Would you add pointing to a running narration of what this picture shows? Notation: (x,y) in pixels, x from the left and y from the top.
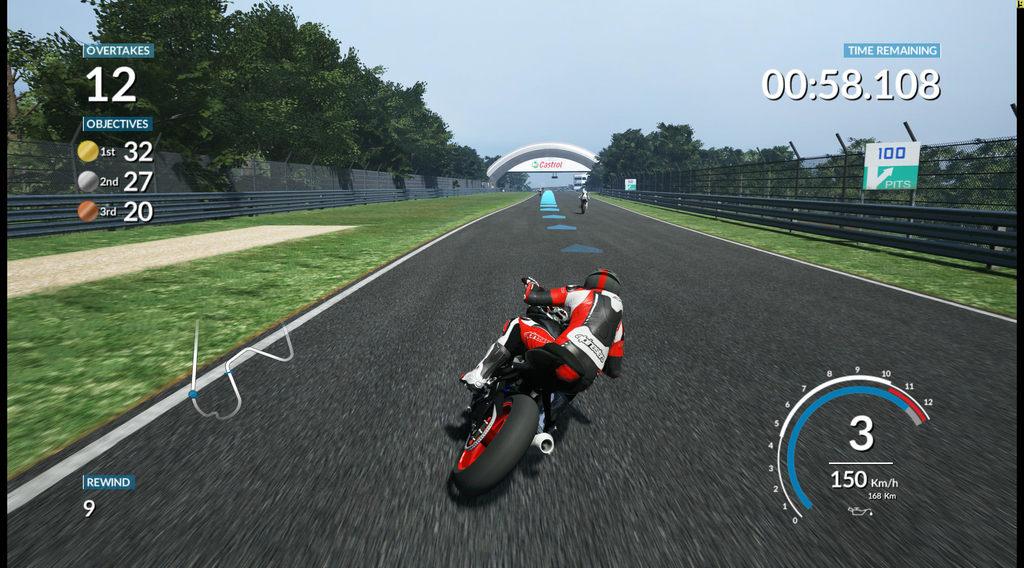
In this animated picture two persons (579,301) are riding the bikes (526,402) on the road (632,412). Bottom of image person (585,314) is wearing helmet (613,277). There is an arch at the middle of image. Left side (341,197) there is a fence (33,158), behind there are few trees (191,140). Left side (123,203) there is some text (132,187). Right side (700,173) there is fence (977,164), behind there are few trees (852,149). Right top there is some text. Top of image (684,85) there is sky (527,73).
